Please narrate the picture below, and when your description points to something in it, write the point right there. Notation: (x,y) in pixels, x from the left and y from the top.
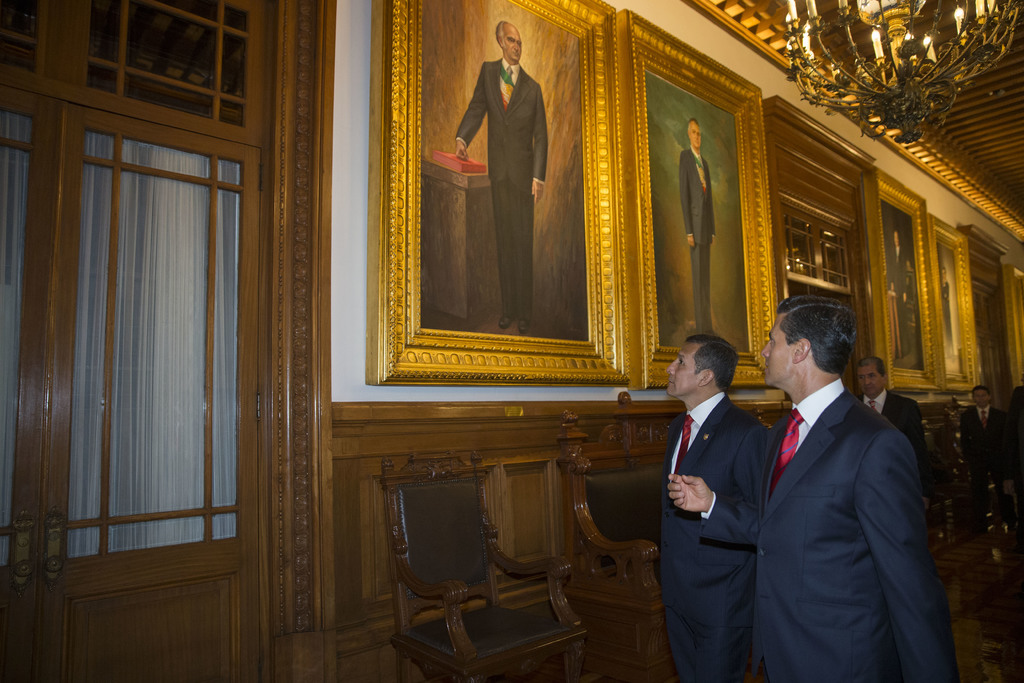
The image is inside the room (764,391). In the image there are group people (781,479) standing in front of a photo frames (519,379) and we can also see chairs (571,482), on left side (228,281) there is a door (105,420) which is closed. On top (767,37) there is a roof (768,22) with few lights (890,24).
